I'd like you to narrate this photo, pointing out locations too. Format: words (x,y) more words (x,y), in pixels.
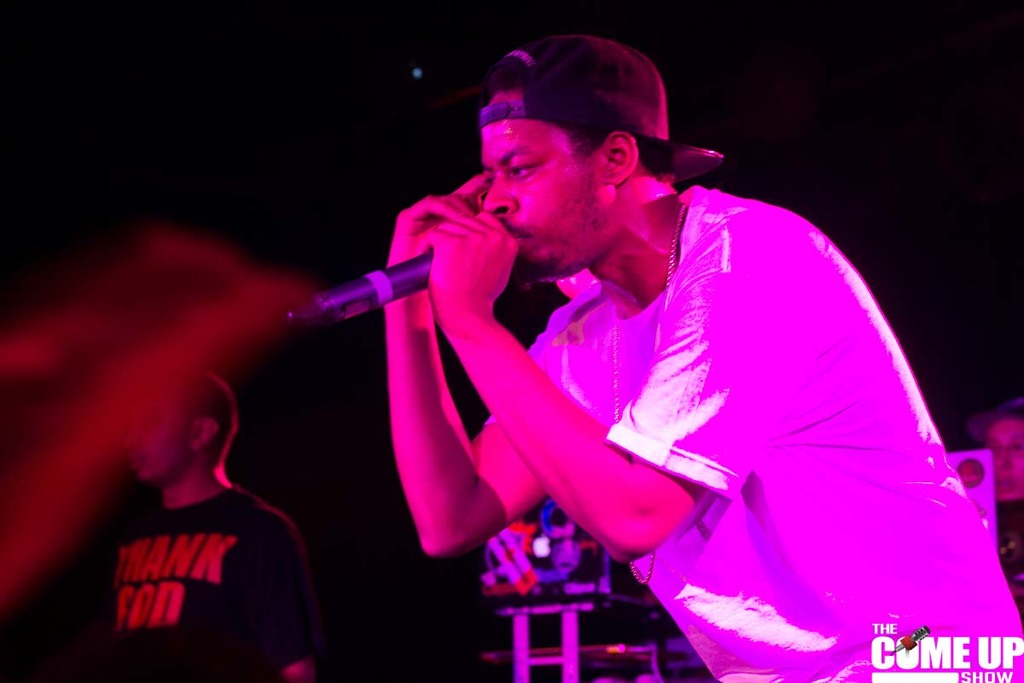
In this image I can see a person (441,288) holding a mike (382,274) and in the background (269,168) I can see dark view and I can see another person (213,424) at the bottom (272,594) and I can see a person (1004,441) on the right side (1023,459).
